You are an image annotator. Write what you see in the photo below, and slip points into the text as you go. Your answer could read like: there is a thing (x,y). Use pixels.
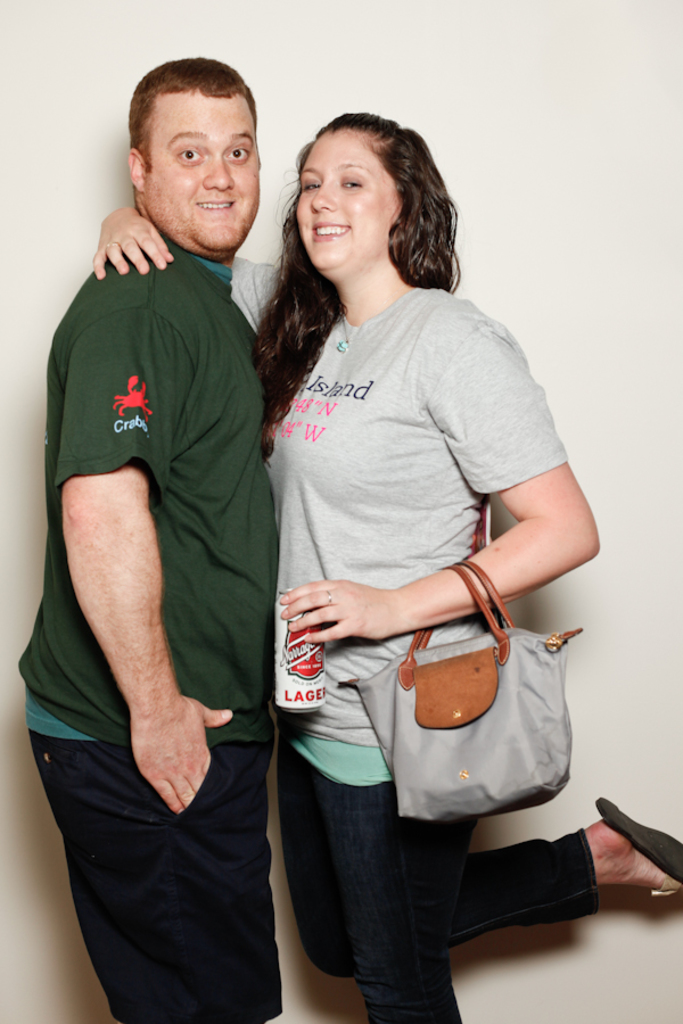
In this image on the left side (168,668) there is one man (187,463) who is standing and he is smiling, and on the right side (465,890) there is one woman (396,366) who is standing and she is holding a beer can (303,645) and also she is wearing a handbag (461,695).
